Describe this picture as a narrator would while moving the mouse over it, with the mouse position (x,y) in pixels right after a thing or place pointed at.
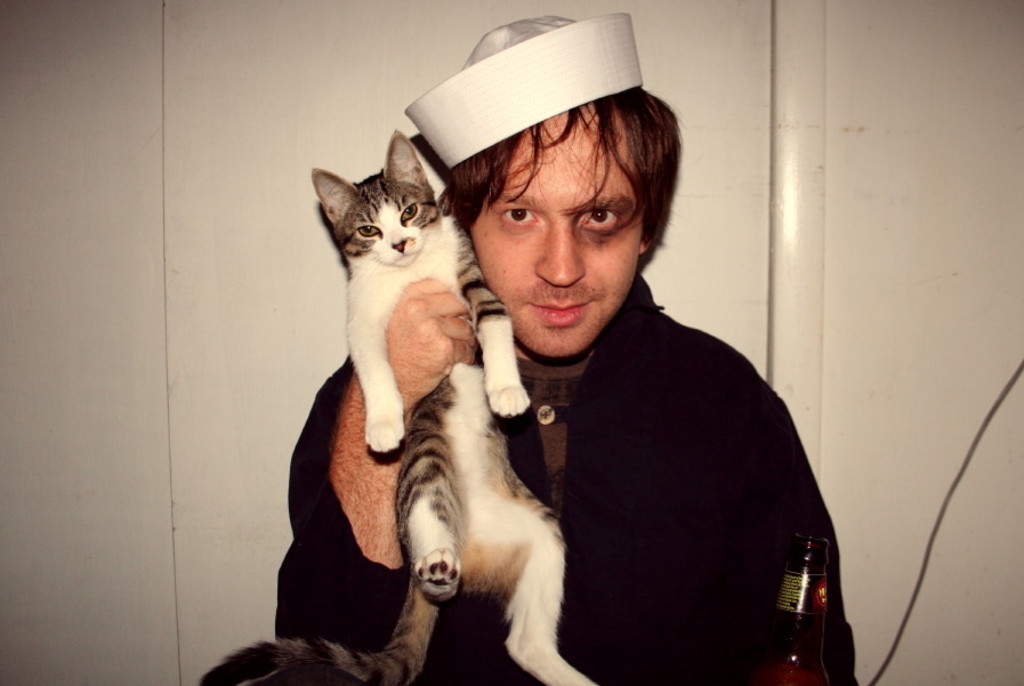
As we can see in the image there is a white color wall (170,204) and a man (543,352) holding cat (451,474).
